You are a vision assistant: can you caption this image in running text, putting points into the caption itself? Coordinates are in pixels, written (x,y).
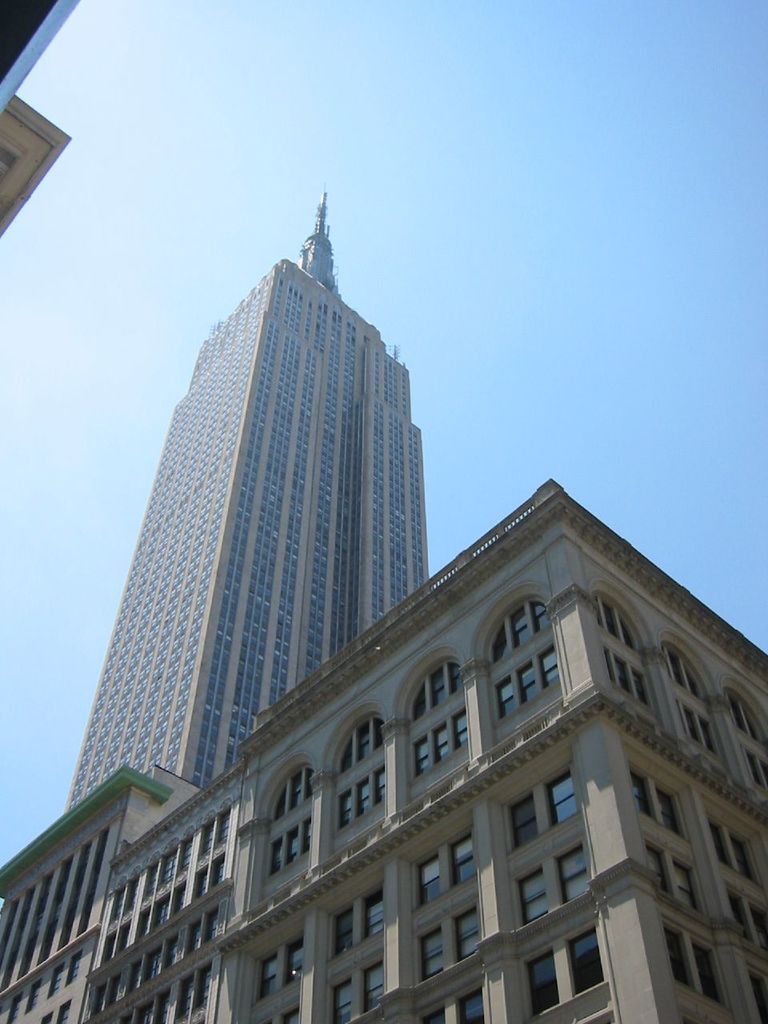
In the center of the image (301,559) there is a building (321,576). At the top of the image (381,110) there is sky (249,103).
